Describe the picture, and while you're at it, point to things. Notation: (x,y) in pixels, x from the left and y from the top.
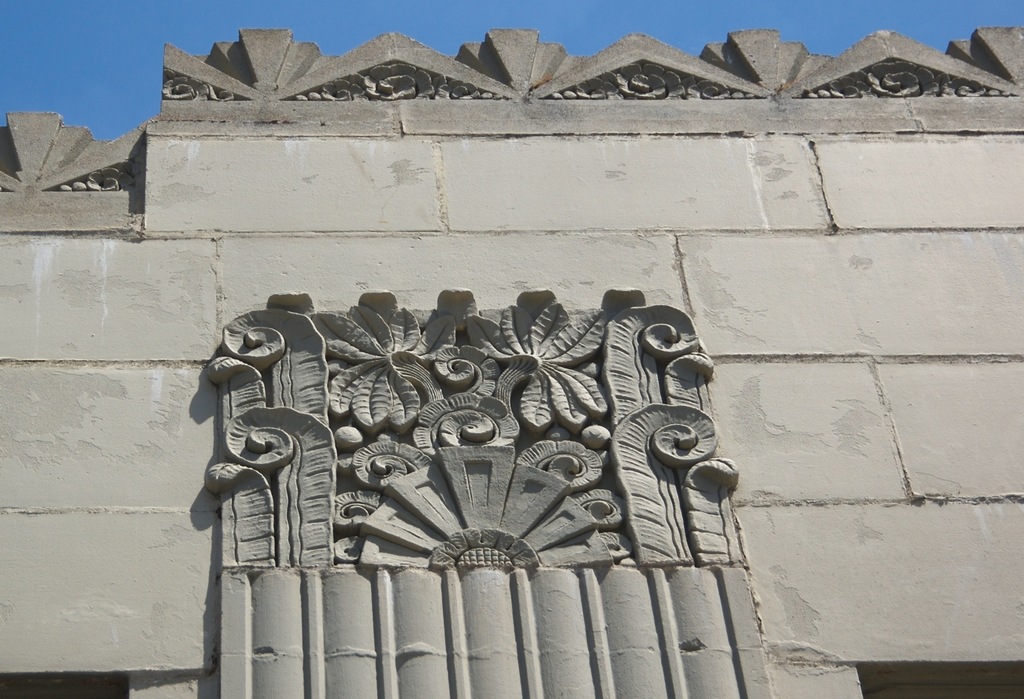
This picture shows a building (835,283) and we see carving (522,420) on the wall (864,184) and we see a blue sky (211,14).
